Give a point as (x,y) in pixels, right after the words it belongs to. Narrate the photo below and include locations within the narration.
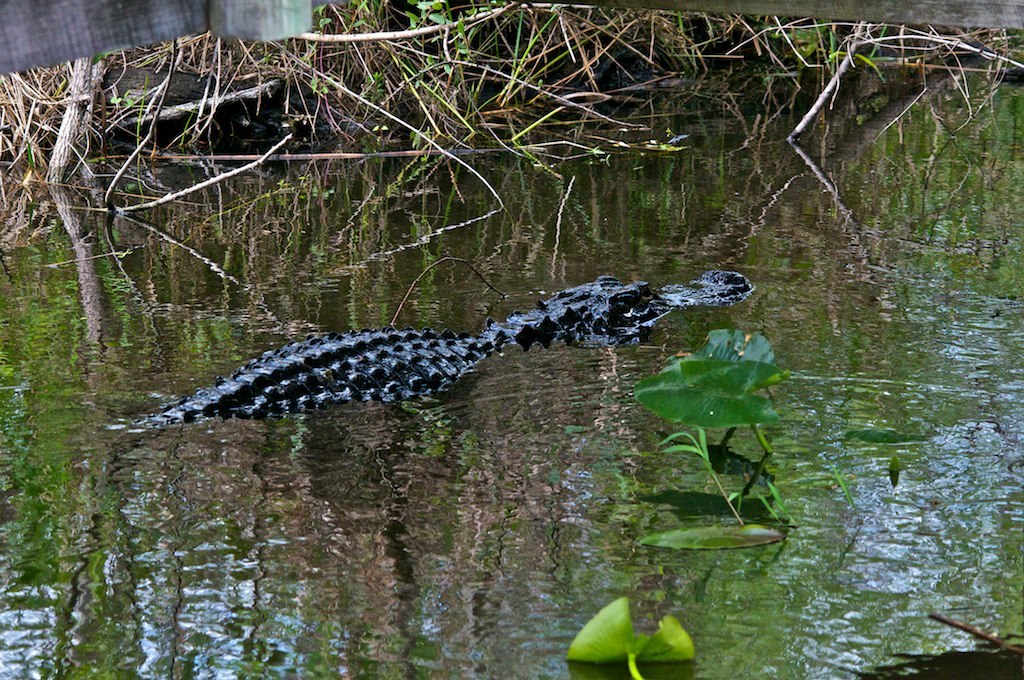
In this image there is a crocodile (700,293), water (635,380), leaves (718,373) and branches (506,89).
